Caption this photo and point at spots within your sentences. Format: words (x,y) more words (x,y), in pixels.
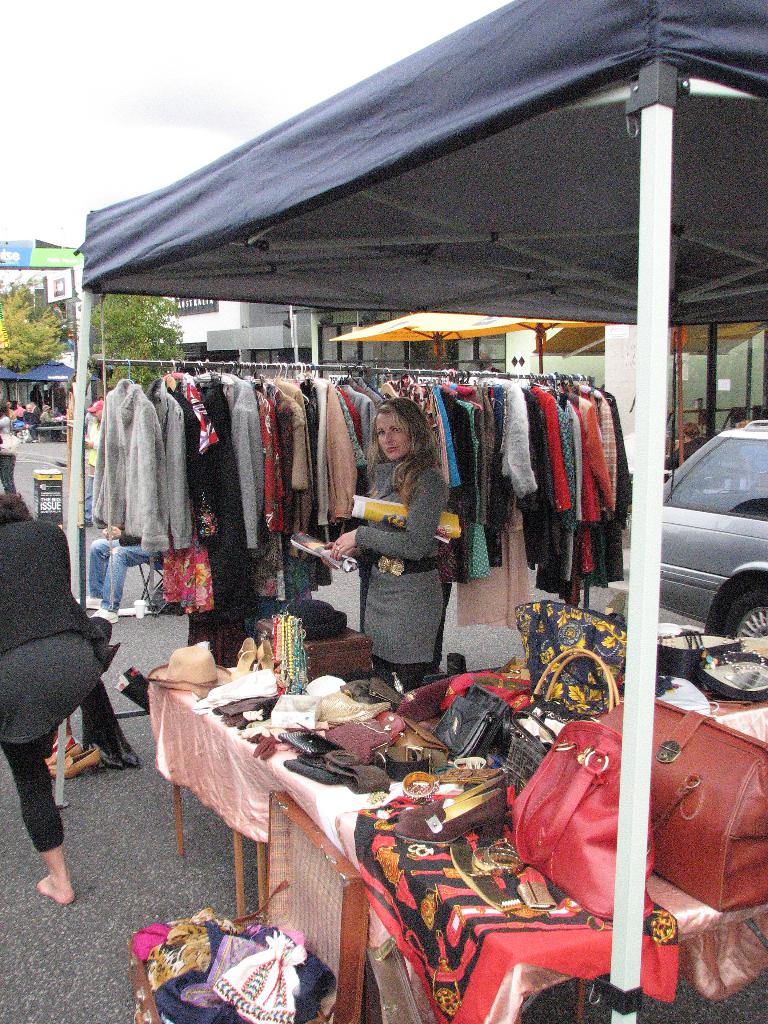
A person (58,600) is standing on the left (71,636). Another lady (397,542) is standing holding some books (385,514) and paper (326,549). There are tables (454,850). On the table (451,810) there are shoes (435,810), bags (464,733), wallets (301,736), hat (165,685) and many other items (277,683). Also on the right (728,538) there is a car (732,539). There is a hanger (173,360). In the hanger (242,368) there are many shirts (260,433). And there is a tent (378,239). In the background (144,330) there are trees (166,322), buildings (301,330), umbrellas (492,329) and sky (141,128).
